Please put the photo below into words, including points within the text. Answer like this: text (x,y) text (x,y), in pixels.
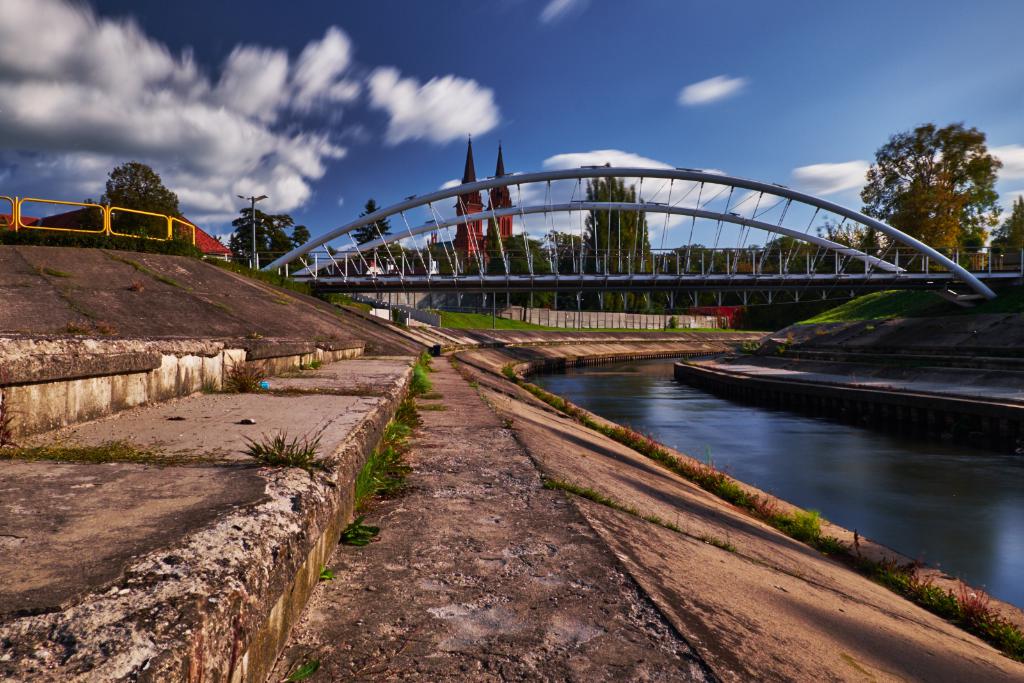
This looks like a canal (760,469) and we can see water (814,461) here. We can also see a foot over bridge (558,285), poles (553,269), fences (108,233). In the background (548,257) there are trees (118,204), buildings (211,250), light poles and clouds (77,178) in the sky (437,15).
